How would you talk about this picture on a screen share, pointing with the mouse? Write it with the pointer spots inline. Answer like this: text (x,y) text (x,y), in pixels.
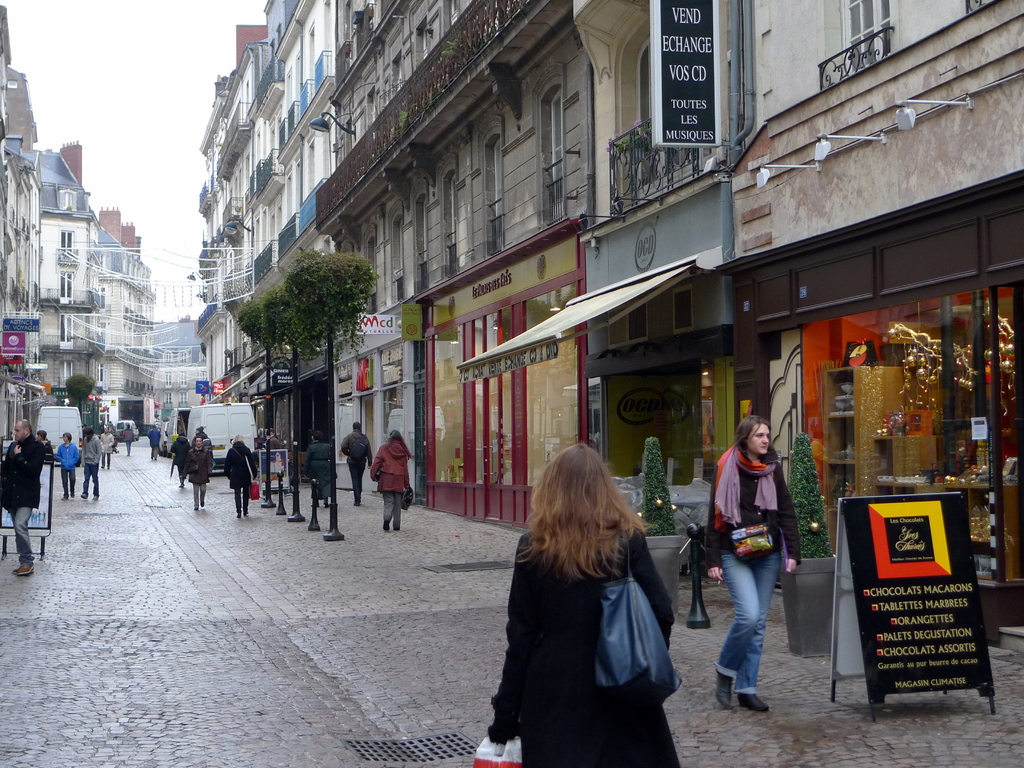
In this image I can see few buildings (354,376), windows (400,285), trees (357,280), poles (332,530), stores (343,389), colorful boards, vehicles (78,441), lights (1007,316), flower pots (803,512), railing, pipes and few people (584,663) are walking on the road (198,565). The sky (169,257) is in white color.
